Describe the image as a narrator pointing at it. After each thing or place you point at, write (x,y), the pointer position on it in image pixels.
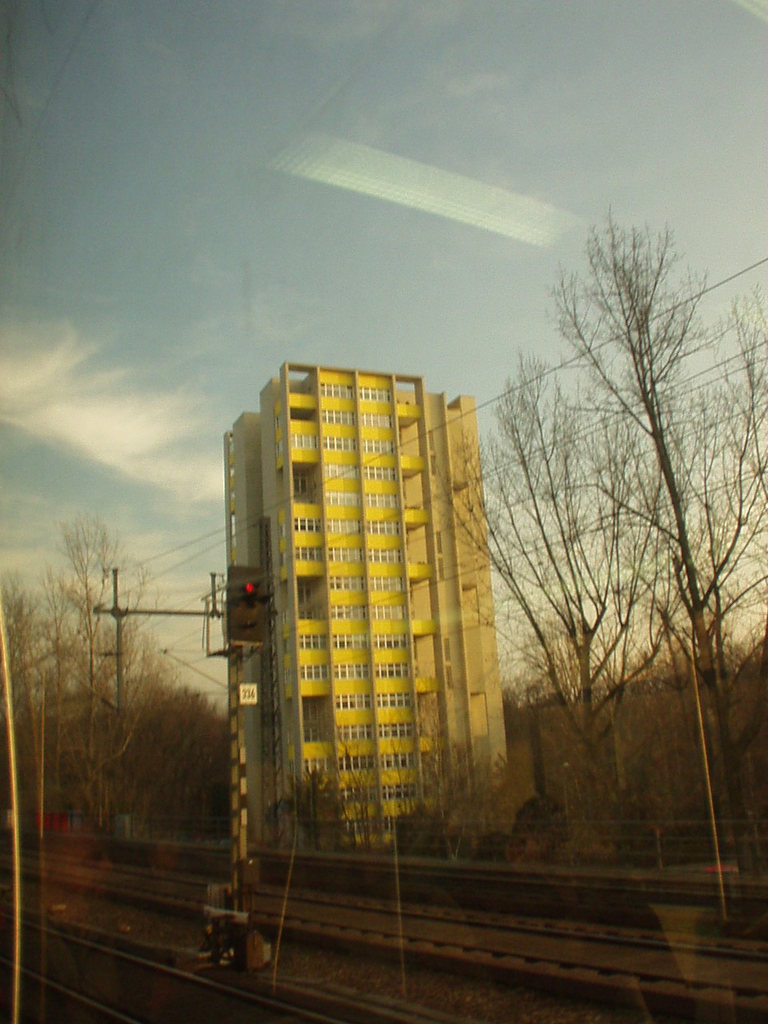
In this image we can see railway tracks (643,962), building (431,563) with windows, trees (549,633), signal lights (240,717) and we can also see the sky (156,311).
